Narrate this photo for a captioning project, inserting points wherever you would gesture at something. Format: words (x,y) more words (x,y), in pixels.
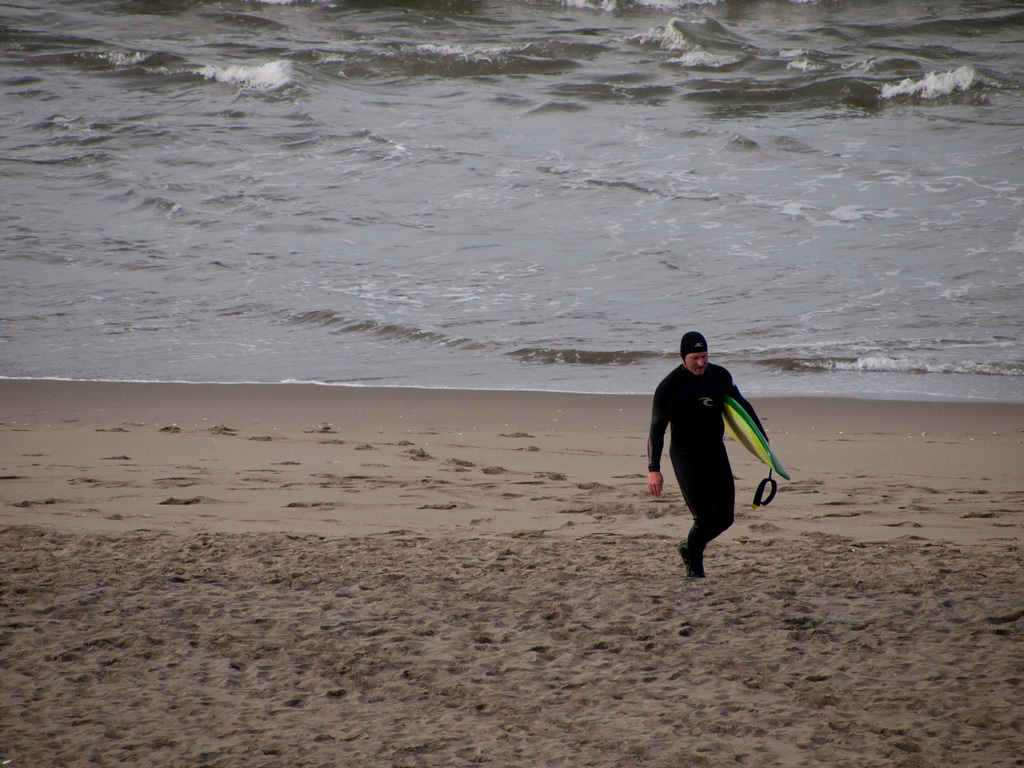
In this picture there is a man (702,367) who is wearing black dress (694,422) and holding surfboard (731,424). He is standing on the beach (670,646). At the top (783,62) we can see the water (673,182).
